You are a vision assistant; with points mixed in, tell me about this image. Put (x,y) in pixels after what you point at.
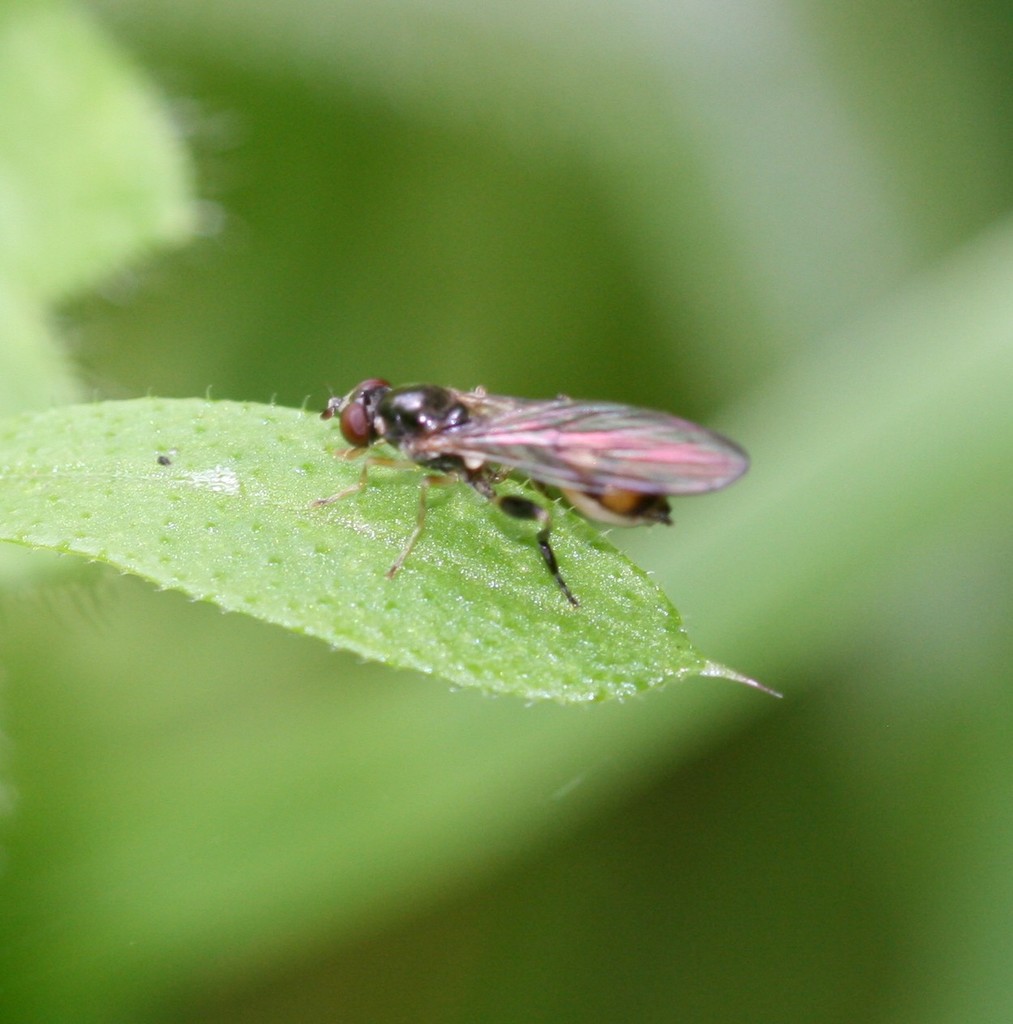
In this image we can see an insect (598,485) on a leaf (505,691).
